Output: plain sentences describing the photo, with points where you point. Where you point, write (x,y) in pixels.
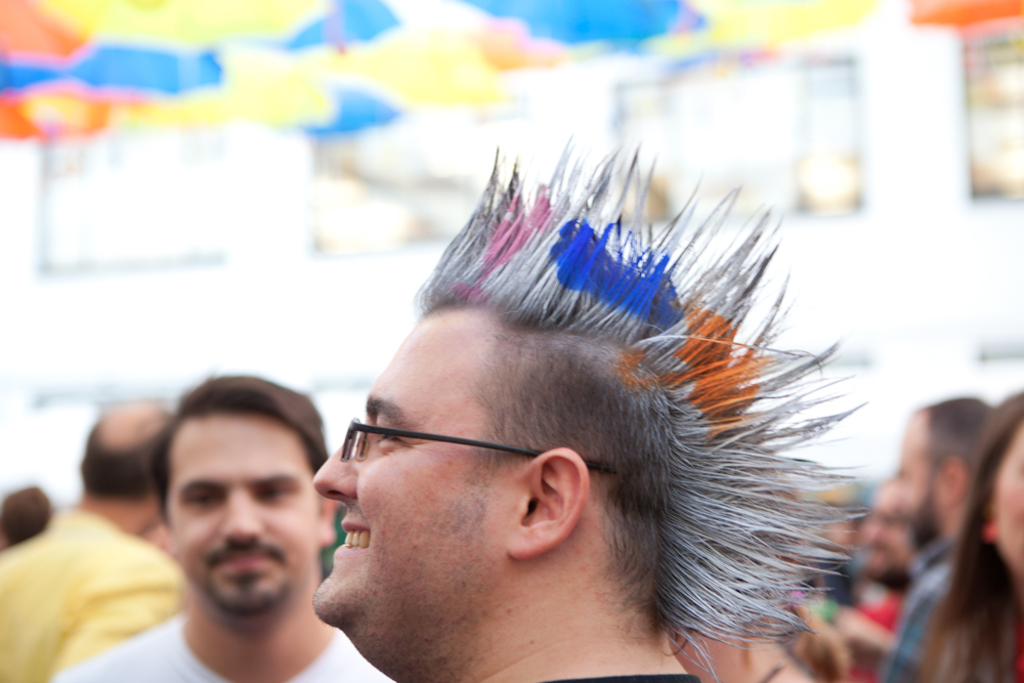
In this image we can see few persons (568,463). In the background (474,192) the image is blur but we can see objects (422,34).
